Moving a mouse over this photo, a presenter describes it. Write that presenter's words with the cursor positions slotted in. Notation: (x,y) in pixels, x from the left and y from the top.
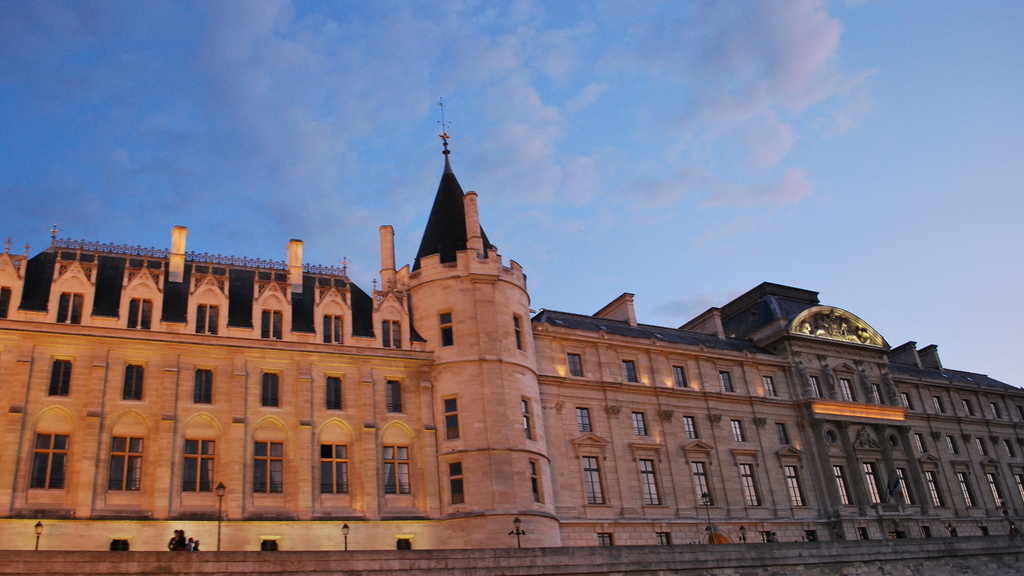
This picture might be taken from outside of the building (506,492). In this image, on the left side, we can see group of people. In the background (538,546), we can see a wall (579,562), lights (706,510), buildings (382,483), windows (342,464). On the top (825,90), we can see a sky (580,284).
